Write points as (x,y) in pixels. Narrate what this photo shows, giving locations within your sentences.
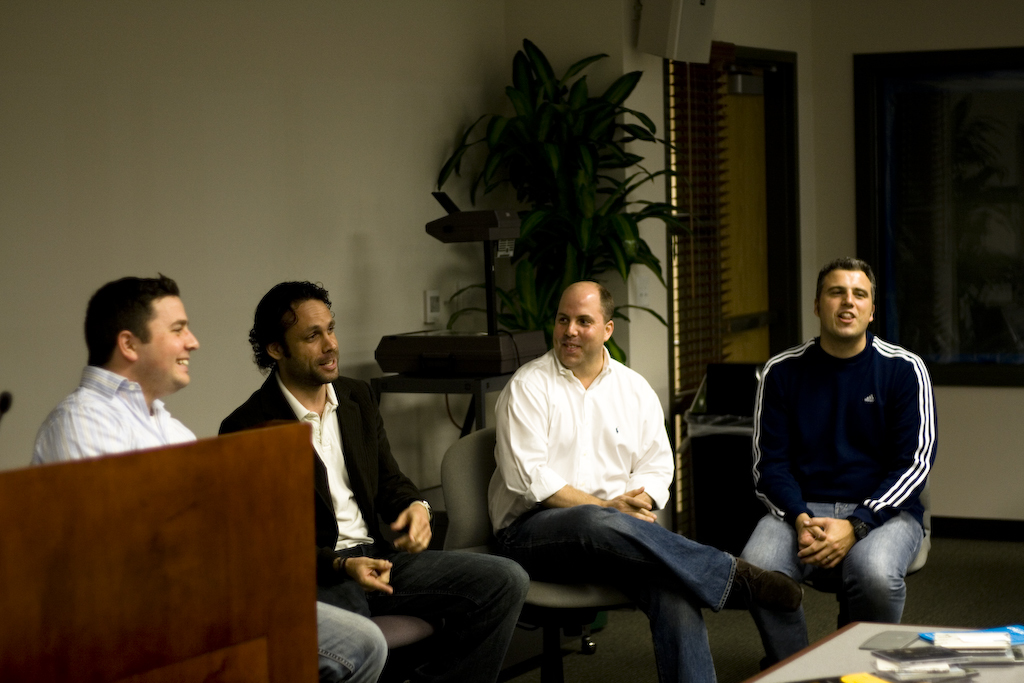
Four men (299,408) are sitting in chairs (469,496) and talking.
